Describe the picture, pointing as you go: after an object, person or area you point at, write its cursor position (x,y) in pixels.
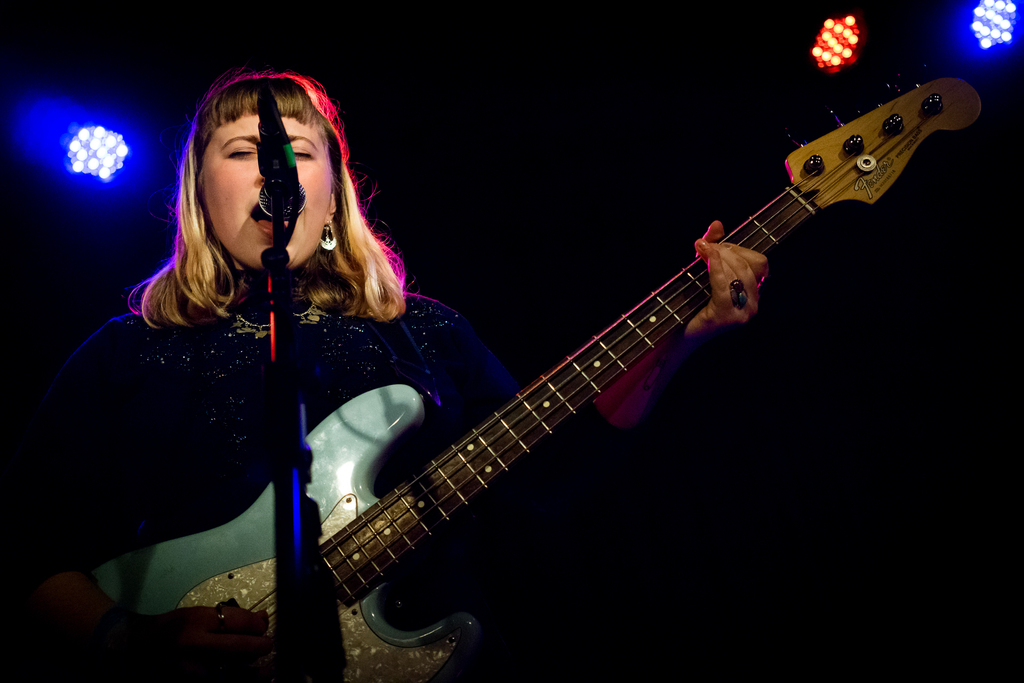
In this picture we can see a woman (236,489) is holding a guitar (182,605) and singing a song and in front of the woman (218,220) there is a microphone (269,183) with stand (289,582). Behind the woman (115,384) there is a dark background (626,98) and lights (76,153).
